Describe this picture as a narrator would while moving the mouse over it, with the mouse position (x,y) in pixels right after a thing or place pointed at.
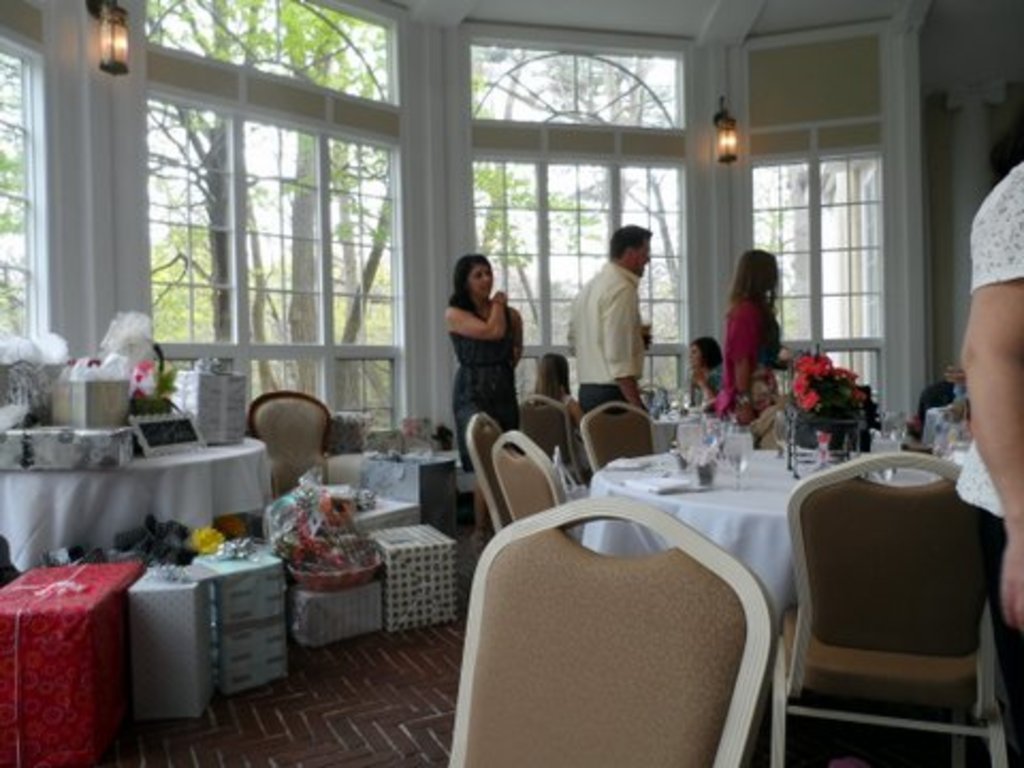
this picture shows three people (754,251) are standing and couple of the people (716,367) seated on the chairs (620,403) and we see few glasses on the table (884,474) and few packed gifts (130,395) on the side and we see couple of trees (293,220) from the window (492,196).
